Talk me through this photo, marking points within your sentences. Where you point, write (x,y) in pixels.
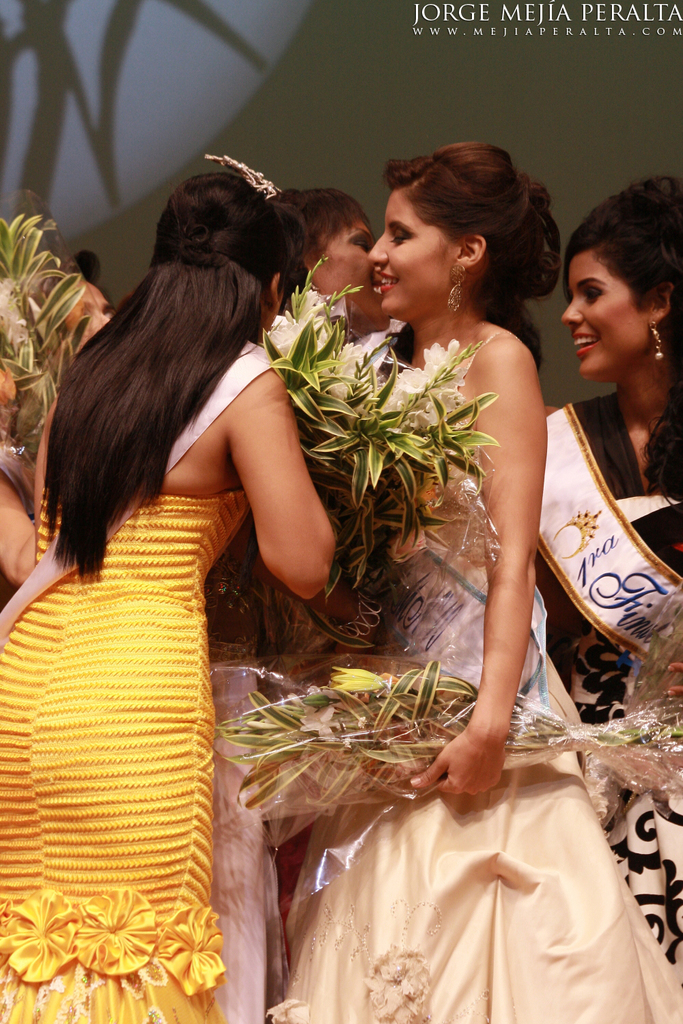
In this picture there are girls (474,718) in the center of the image (286,406), by holding flowers (55,378) in their hands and there is a poster (264,45) in the background area of the image (619,179).
